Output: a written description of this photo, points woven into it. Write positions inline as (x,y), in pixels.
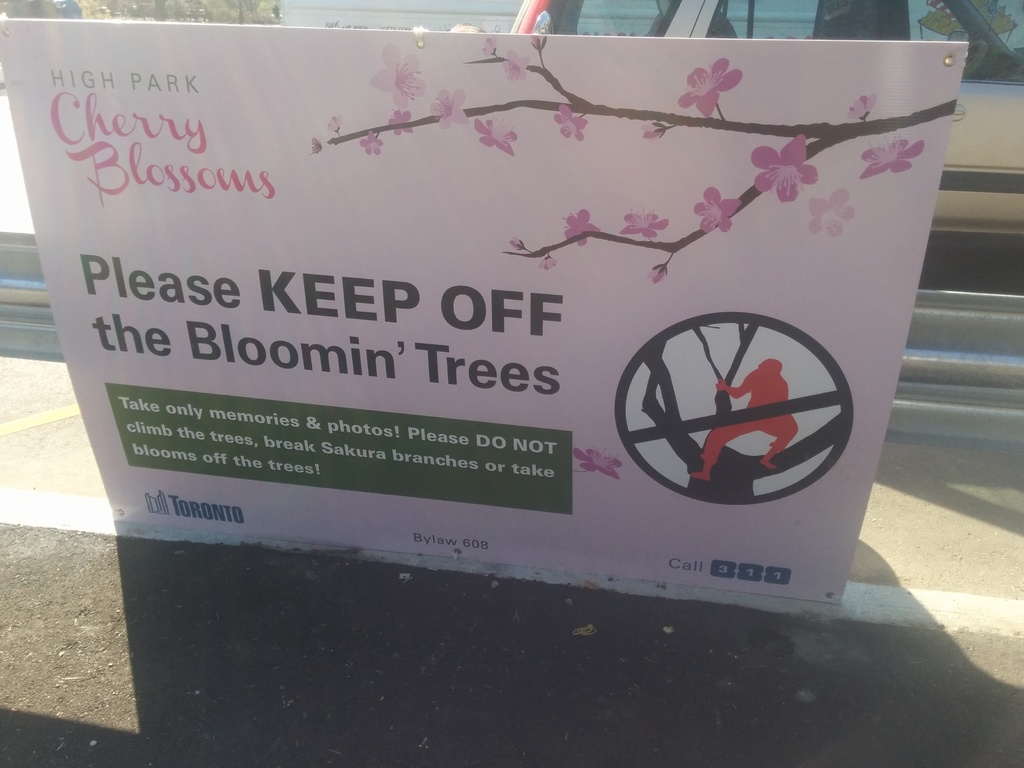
In the center of the image (451,284) we can see one banner (442,275). On the banner (471,238), we can see some text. In the background (958,248), we can see one vehicle (1014,88), fence (977,331) and a few other objects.
